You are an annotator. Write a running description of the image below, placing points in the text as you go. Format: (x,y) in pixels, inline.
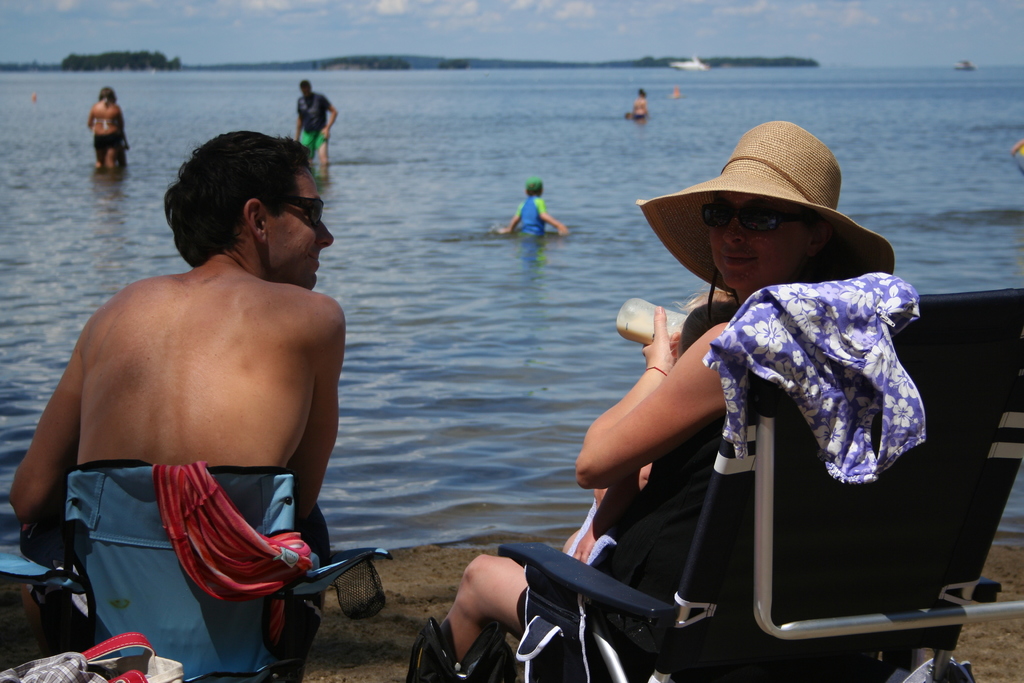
In this image I can see a woman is sitting on the chair (751,525), she wore hat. In the middle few people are there in this water (480,293). At the top (452,34) there is the sky (452,30).
